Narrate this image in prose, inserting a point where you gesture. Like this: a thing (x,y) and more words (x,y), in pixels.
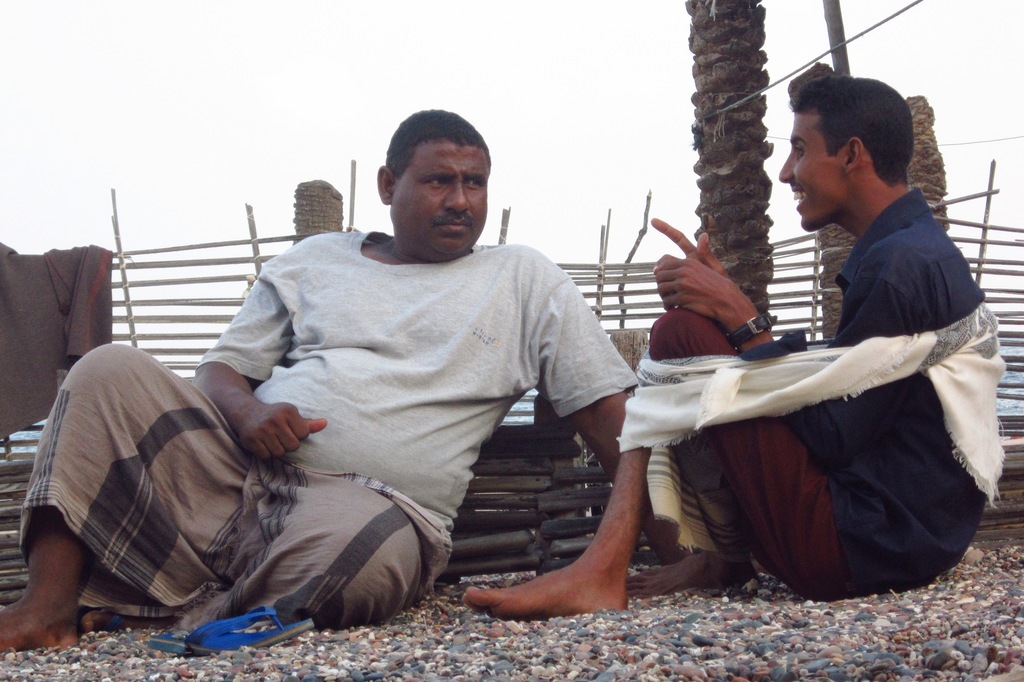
There are two persons (72,443) sitting in the center of the image (351,263). At the bottom of the image (398,650) there are stones (552,637).
